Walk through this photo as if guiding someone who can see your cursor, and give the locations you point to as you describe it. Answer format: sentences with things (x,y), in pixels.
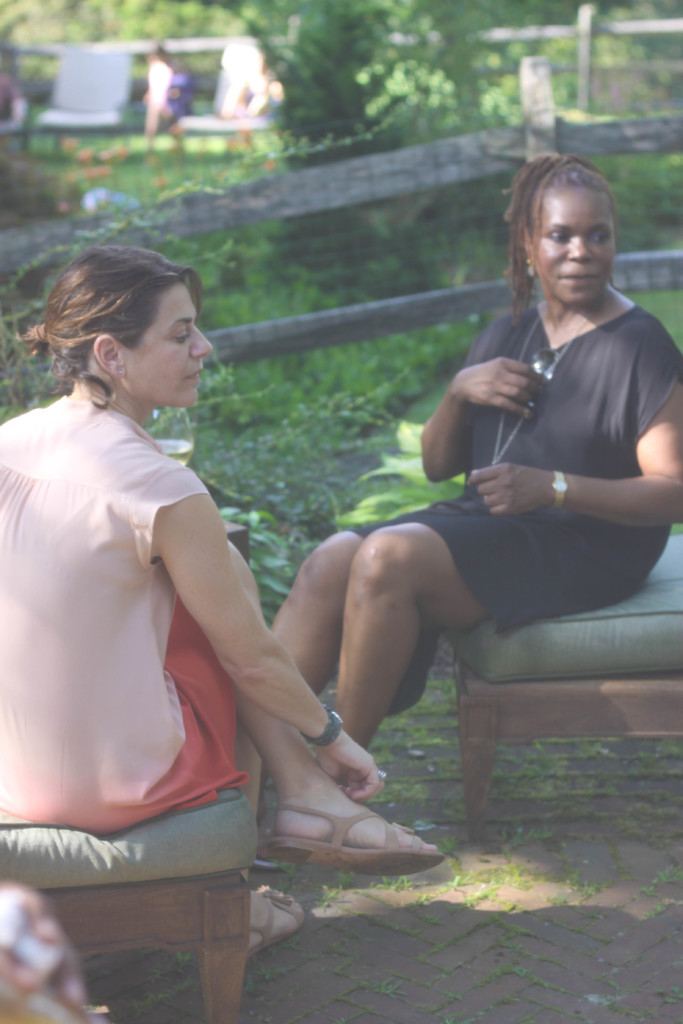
In this image I can see two women (203,571) are sitting on the stools (627,708). In the background (342,204) there is a fencing (327,314) and I can see the grass (258,304) and plants (436,72) on the ground (303,375). In the background (161,56) there are few people (159,85) and also there is a chair (61,109).
